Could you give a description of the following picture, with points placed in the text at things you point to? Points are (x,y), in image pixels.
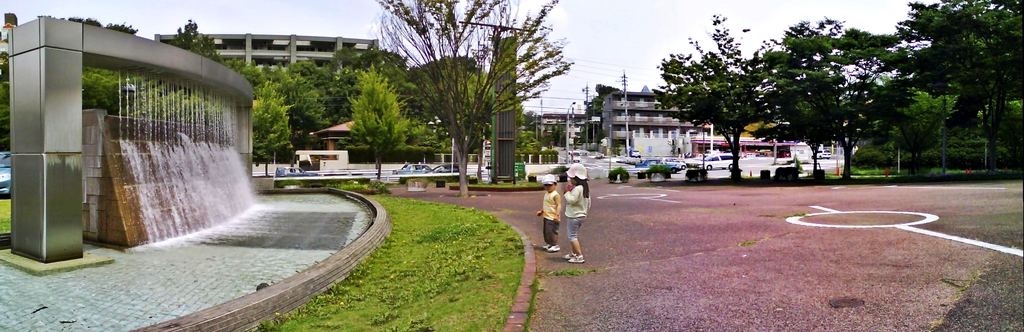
In this image we can see two kids (584,201) standing on the ground (525,216), on left side of the image (158,182) there is water fountain (224,152) and in the background of the image (389,142) there are some trees (964,63), vehicles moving on the road (590,175), there are some houses (740,152) and top of the image (471,50) there is cloudy sky (608,63).
